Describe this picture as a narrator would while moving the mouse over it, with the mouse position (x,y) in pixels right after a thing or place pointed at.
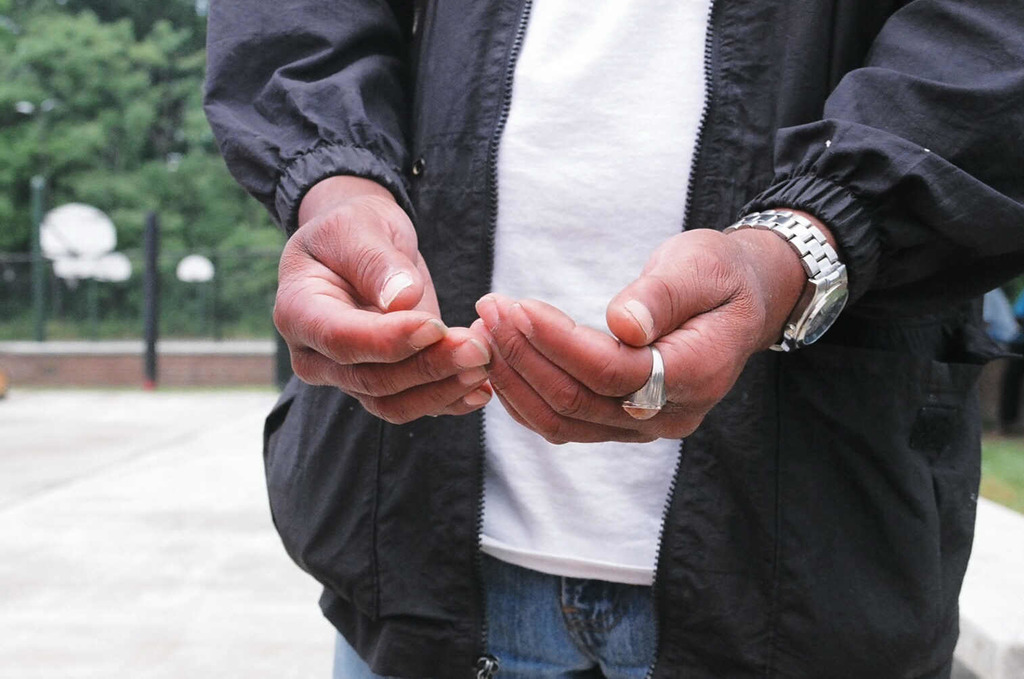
In this picture, we can see a partial picture of person (446,199), and we can see the ground (224,392), and we can see the blurred background (143,101) with pole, fencing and trees (68,179).
